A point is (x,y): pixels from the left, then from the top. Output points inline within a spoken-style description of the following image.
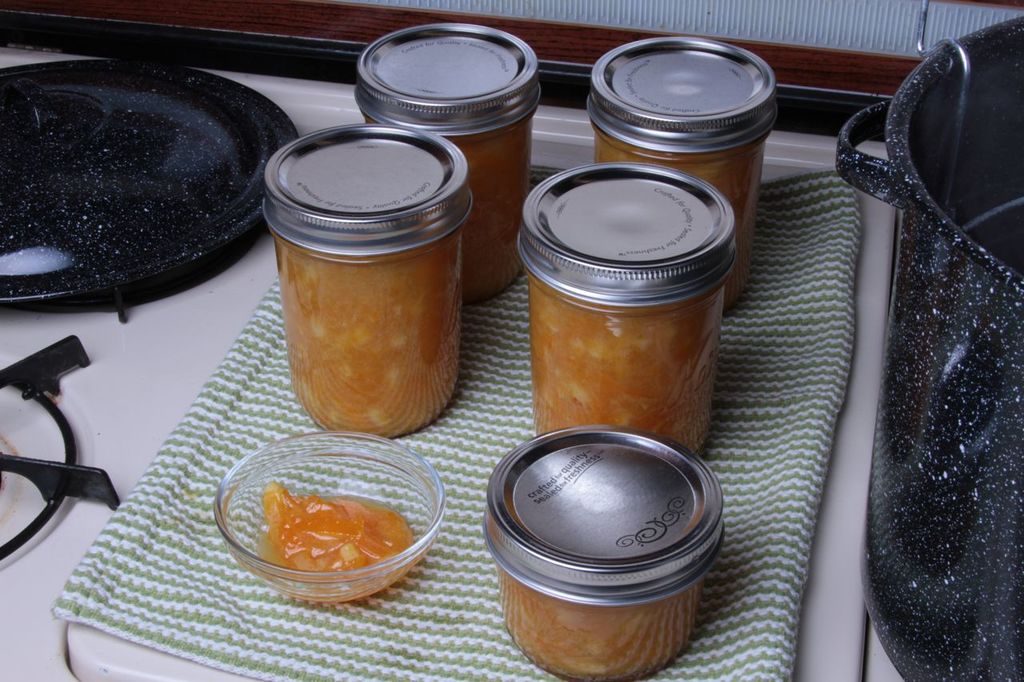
In this image we can see jars (697,311) with lids (713,235), bowl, napkin (240,616), pan (124,176), stove (15,547) and a bowl (936,326) kept on the white surface (49,428).
